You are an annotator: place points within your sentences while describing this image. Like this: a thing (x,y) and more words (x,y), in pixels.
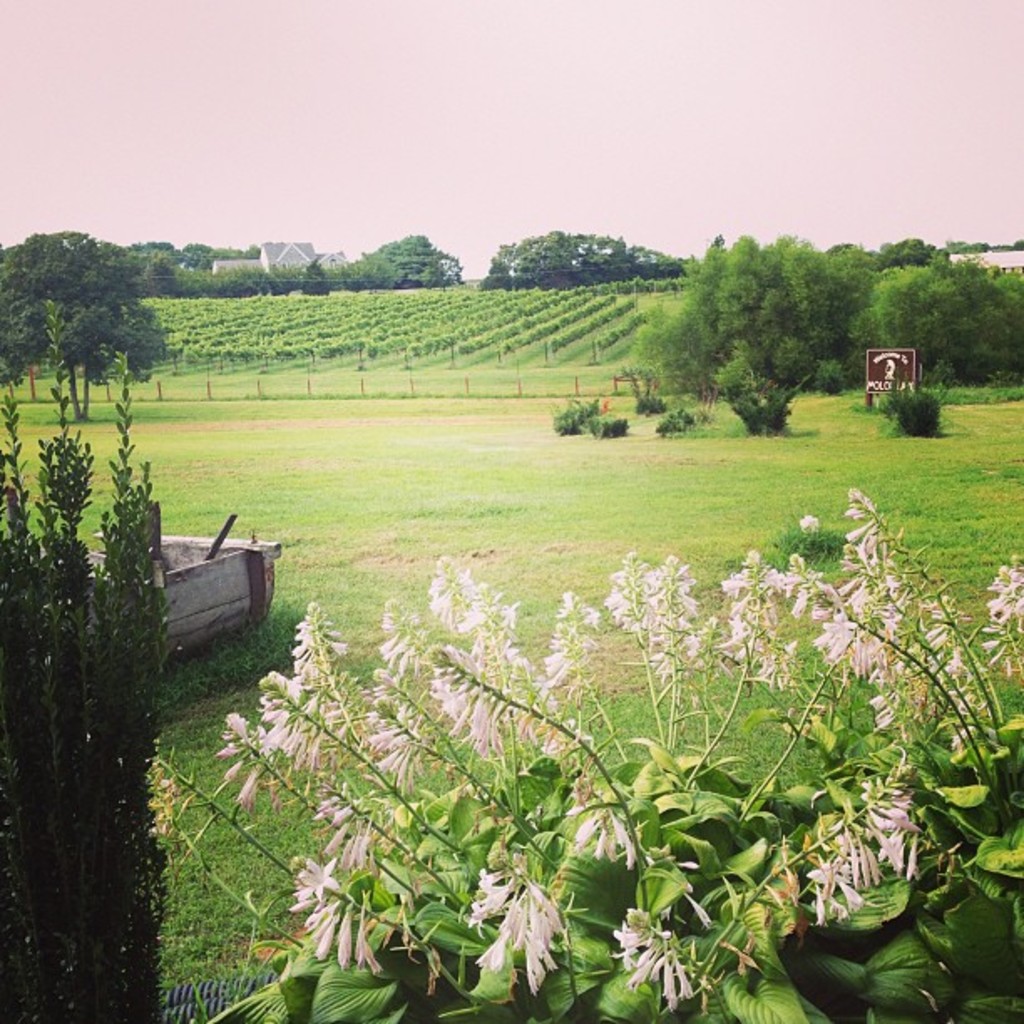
In the center of the image (429,364) we can see the sky (489,106), trees (6,366), one building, plants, grass (618,453), fences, flowers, one sign board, one wooden object (237,575) and few other objects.
